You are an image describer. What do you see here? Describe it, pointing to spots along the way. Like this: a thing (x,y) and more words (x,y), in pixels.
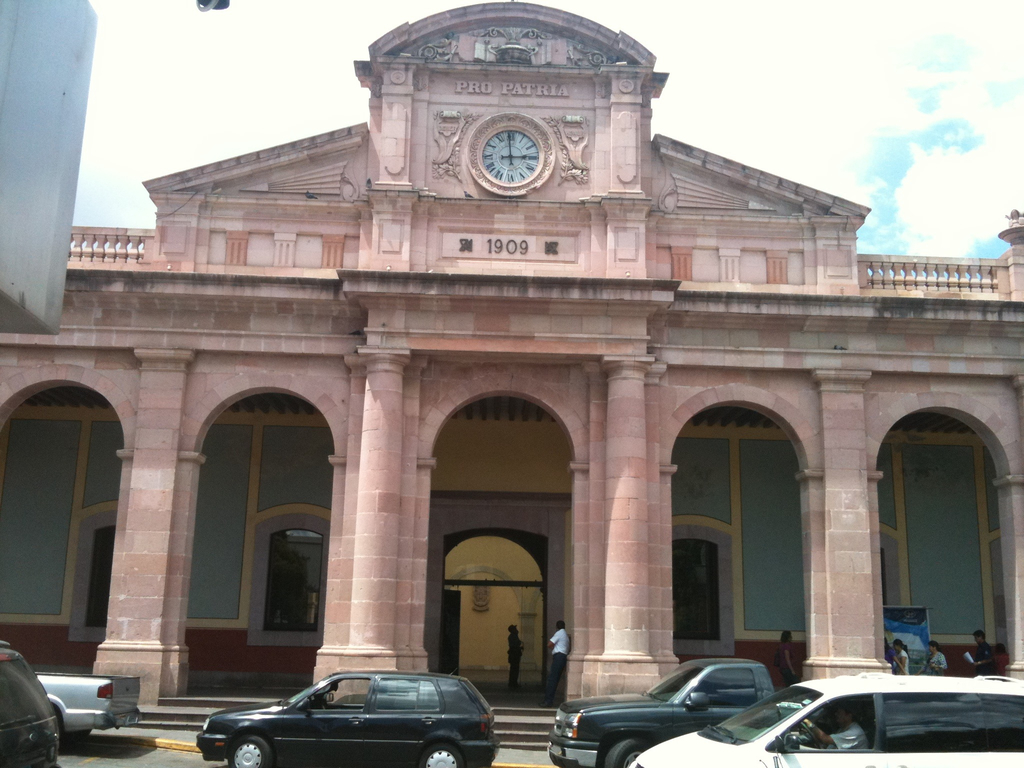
In the foreground of the picture (331,697) there were cars (891,700). In the center of the picture (567,299) there is a building (533,236). At the top (504,135) there is a clock (496,160). Sky (172,82) is partially cloudy. In the building (655,643) there are people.
